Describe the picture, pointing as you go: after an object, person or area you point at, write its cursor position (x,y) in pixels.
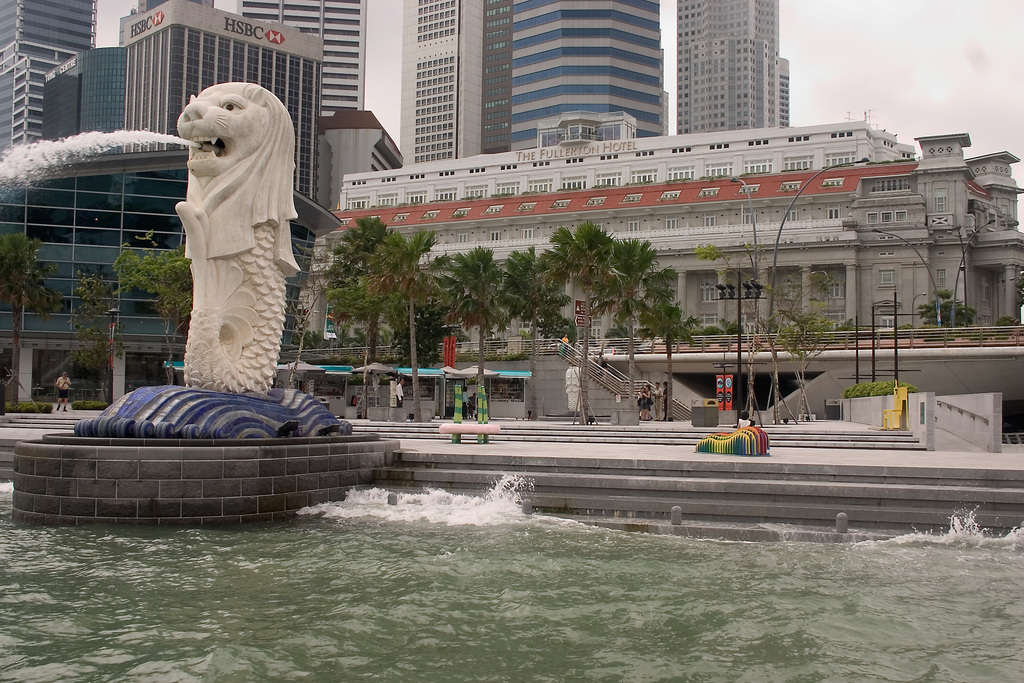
In this image we can see many buildings (791,283), there are trees (552,259), there are group of people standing on the ground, there is a staircase (16,428), in front (243,205) there is a sculpture (244,264), there is the water (366,625), there is sky (900,62) at the top (853,74).
